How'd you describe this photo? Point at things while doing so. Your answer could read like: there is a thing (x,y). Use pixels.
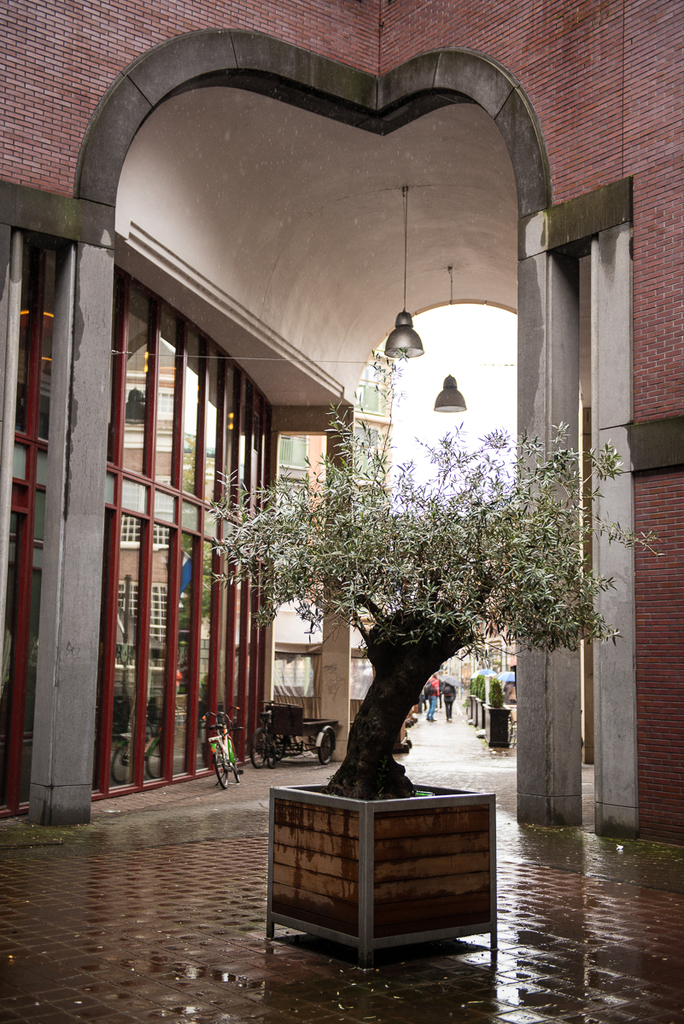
In this picture in the center (448,619) there is a plant (433,585). In the background (252,408) there are buildings (252,654) and vehicles (223,722) and there are lights (406,257) hanging and there are persons (435,687).
